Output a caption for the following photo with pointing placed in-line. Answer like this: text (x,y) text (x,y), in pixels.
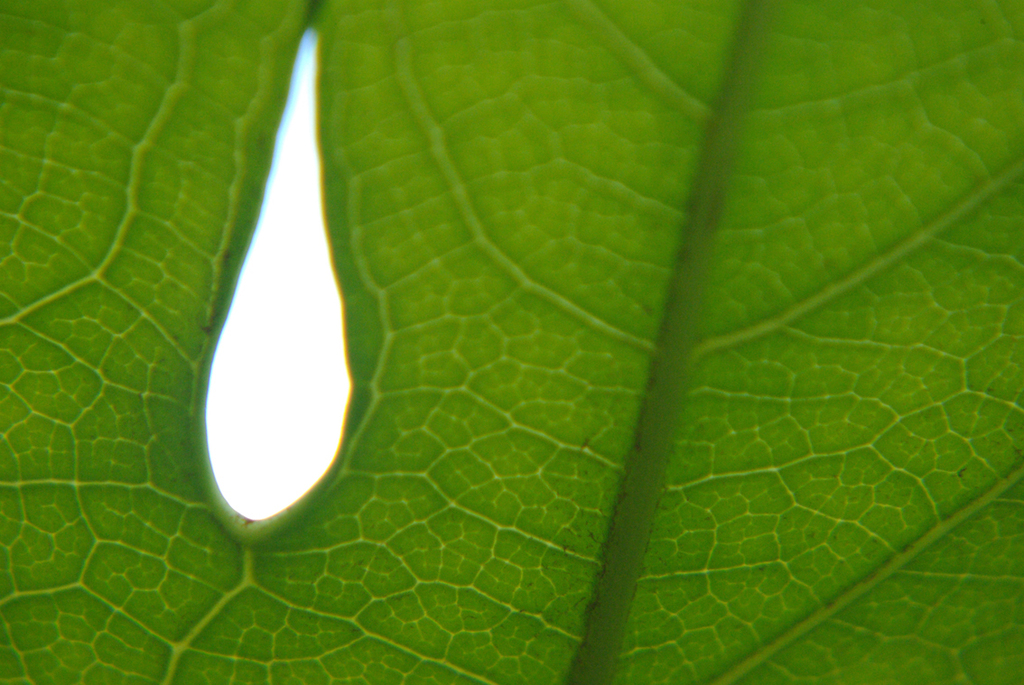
In this picture there is a green color leaf (558,544).
